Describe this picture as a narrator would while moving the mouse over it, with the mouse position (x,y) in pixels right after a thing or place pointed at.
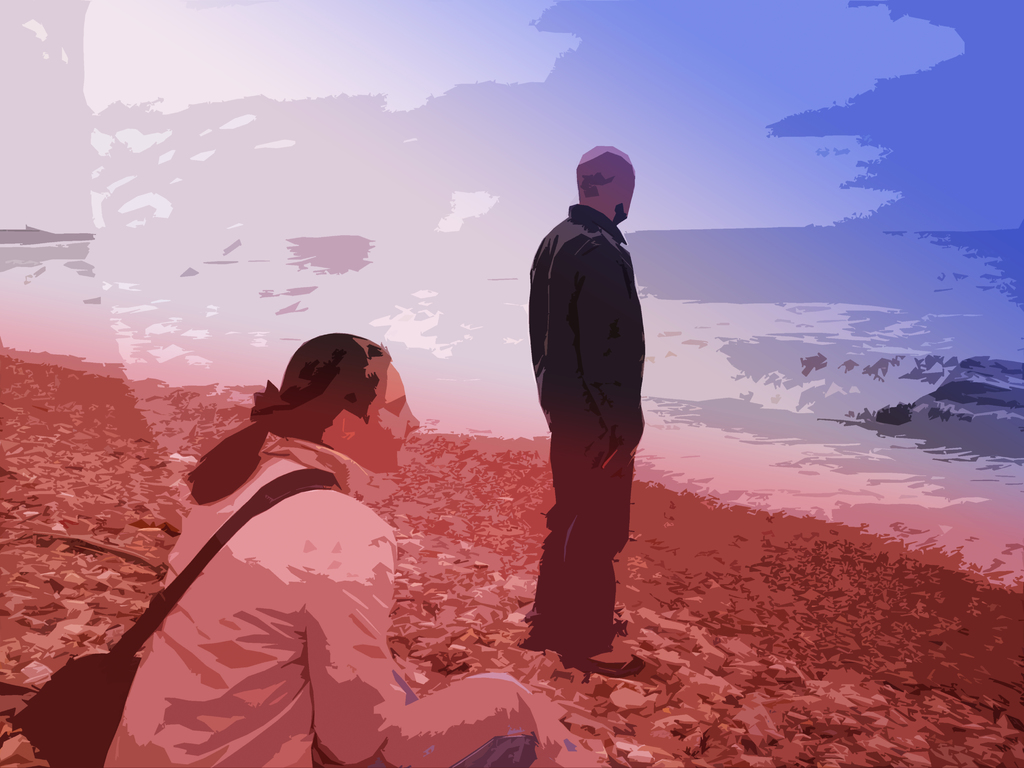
In this image we can see there is a painting (359,559) of a lady (317,593) wearing bag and sitting on the surface (493,669), in front of her there is a person (596,566) standing. In the background (684,325) there is a river (831,383) and sky (400,57).
